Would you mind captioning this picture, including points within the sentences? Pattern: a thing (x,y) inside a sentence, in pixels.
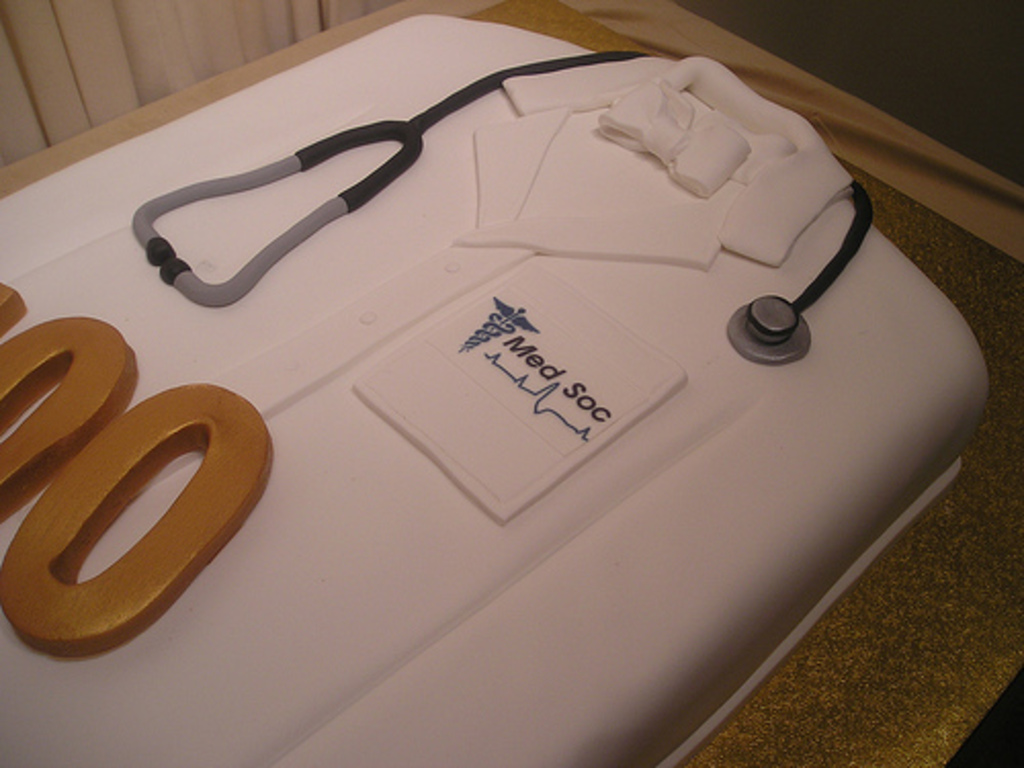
In this picture we can see a cake (602,355) in the shape of an apron (856,367) and stethoscope (373,188), and also we can see few curtains (155,32).
